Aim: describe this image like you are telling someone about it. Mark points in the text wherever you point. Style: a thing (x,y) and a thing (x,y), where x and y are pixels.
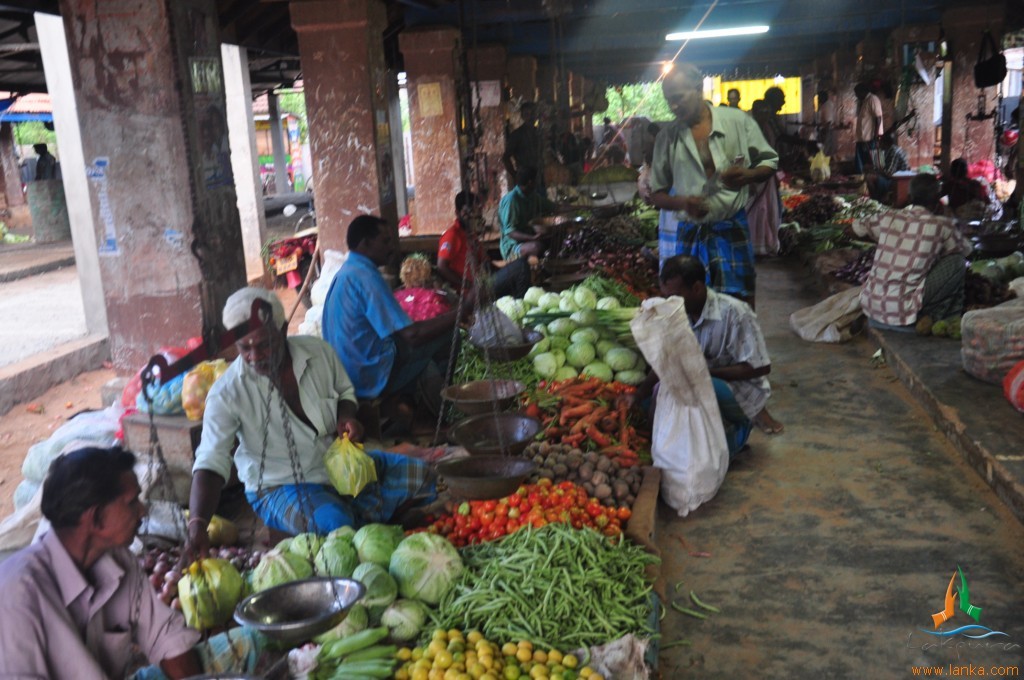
In the image there is a market (477,66) with many people (390,344) selling various vegetables (478,632) on either side and few persons (669,101) standing in the middle of the path (801,454) and there are lights (669,72) over the ceiling (730,14).
